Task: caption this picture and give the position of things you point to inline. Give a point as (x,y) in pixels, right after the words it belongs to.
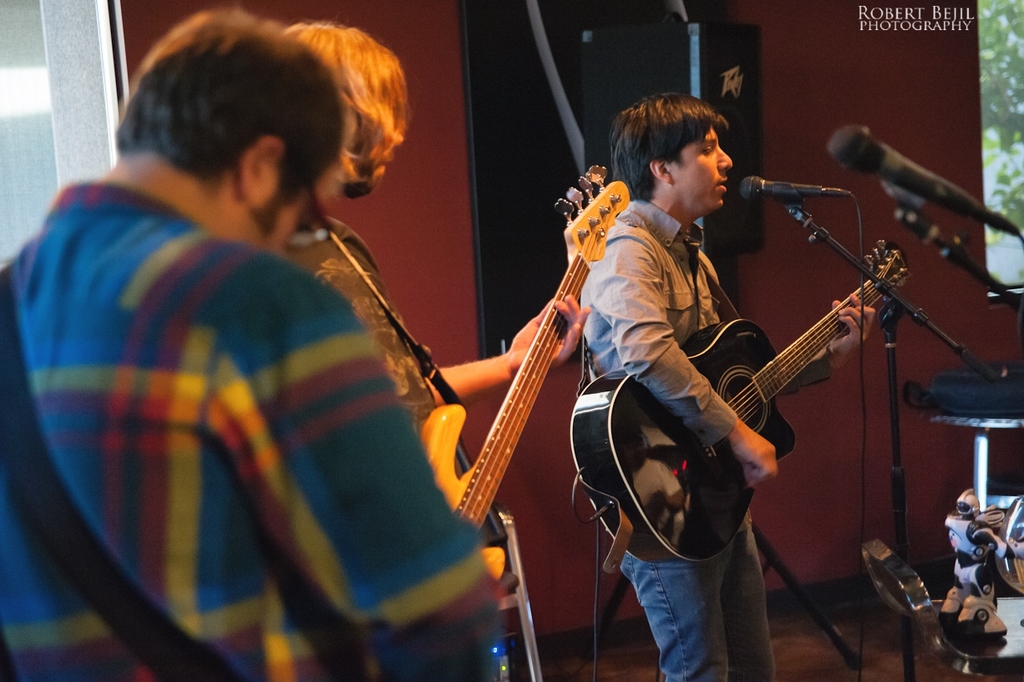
In this picture we can see three persons (67,624) standing on the floor (790,680). This is mike (764,181) and they are playing guitars (690,474). On the background (447,237) there is a red color wall (416,221). And this is the screen (1003,131).
